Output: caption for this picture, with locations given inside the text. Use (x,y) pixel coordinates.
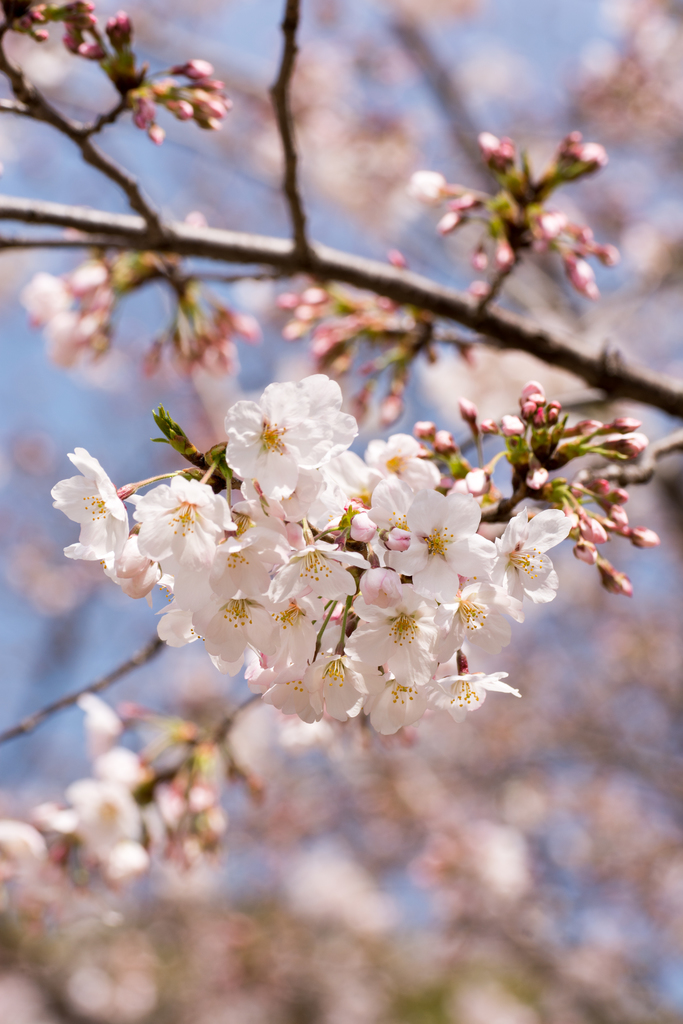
In the foreground of the picture (415,509) there are flowers (428,526), buds (625,515) and stems (106,118). In the background (70,624) we can see tree (271,929), it is blurred.
